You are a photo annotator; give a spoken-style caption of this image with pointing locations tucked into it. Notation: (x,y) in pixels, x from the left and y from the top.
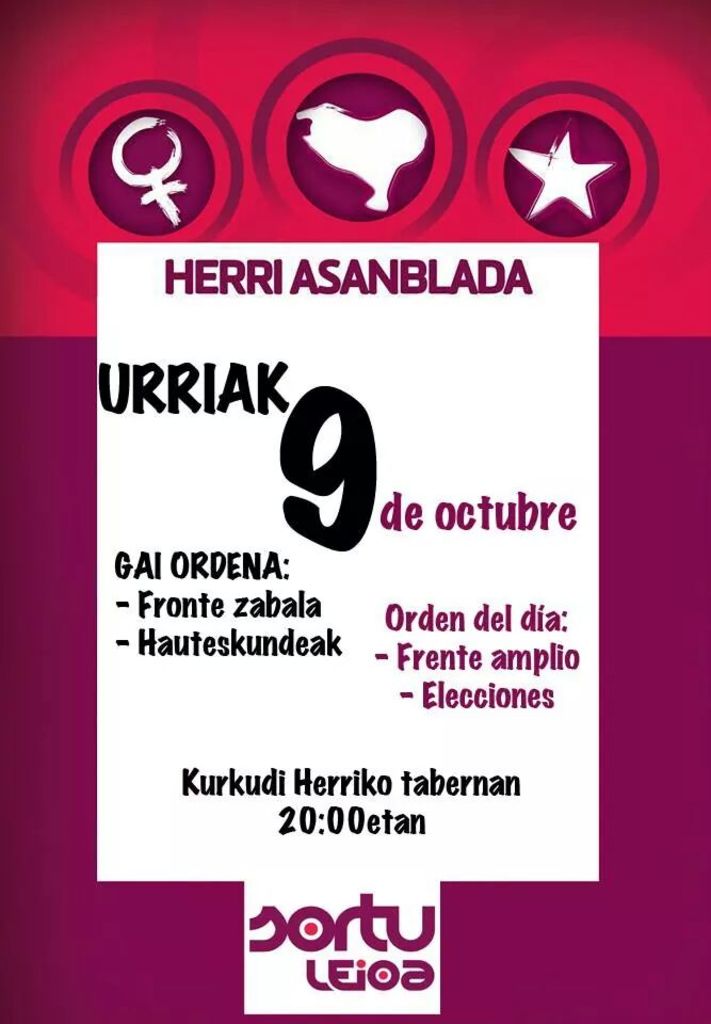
In the image there is a graphic image (159,490) with some text (239,398) in the middle (379,426) and some icons (392,142) above it.
